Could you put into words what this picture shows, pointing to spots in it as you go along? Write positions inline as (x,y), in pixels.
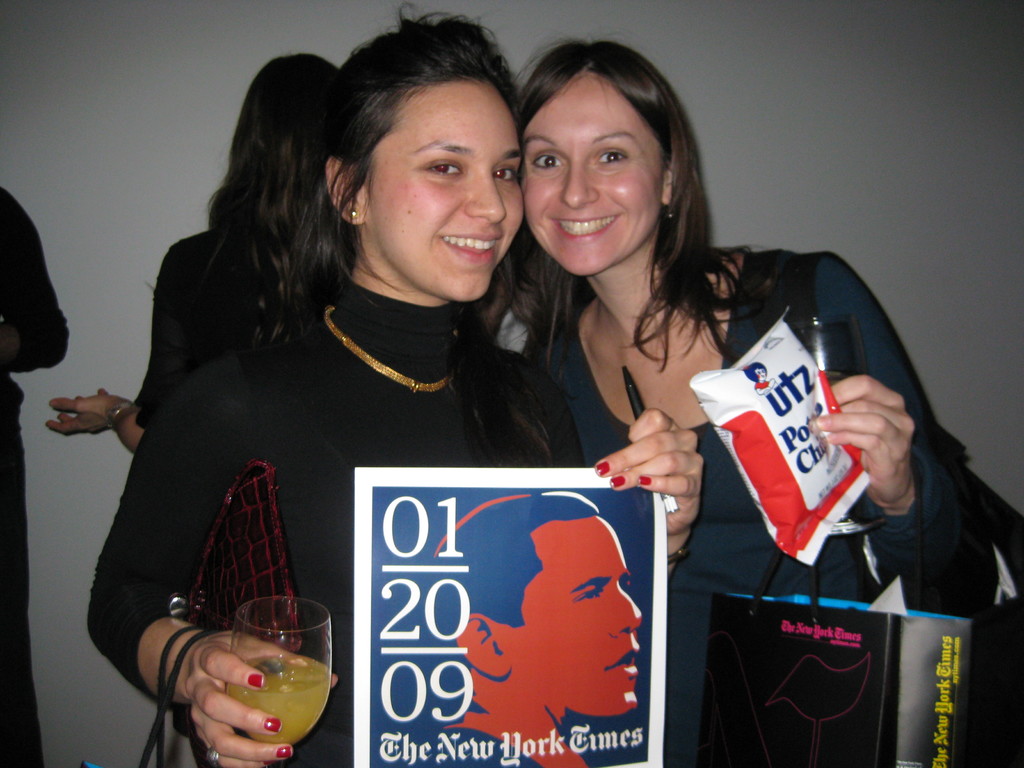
In this image I see 2 women (608,265) and both of them are smiling. One of them is holding a glass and a paper (571,518) and another one is holding a bag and a packet (851,480) in her hands (881,465). In the background (740,165) I see 2 persons (209,257) and a white wall (158,34).
